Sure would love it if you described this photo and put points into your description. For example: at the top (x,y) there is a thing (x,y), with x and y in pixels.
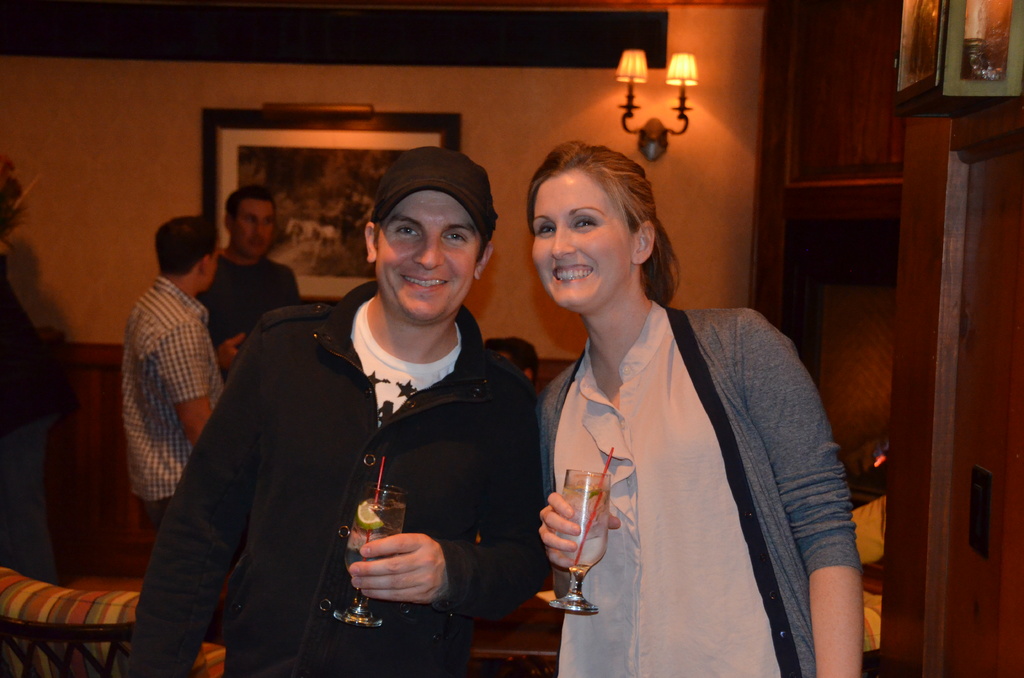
In this image I can see in the middle (438,266) a man (479,445) and a woman (561,450) are holding the wine glasses (584,567) and also they are smiling. On the left side (244,295) two men (123,390) are there, there is a photo frame (410,132) on the wall (491,272). On the right side (688,74) there are lights (636,129) on the wall (615,136).
